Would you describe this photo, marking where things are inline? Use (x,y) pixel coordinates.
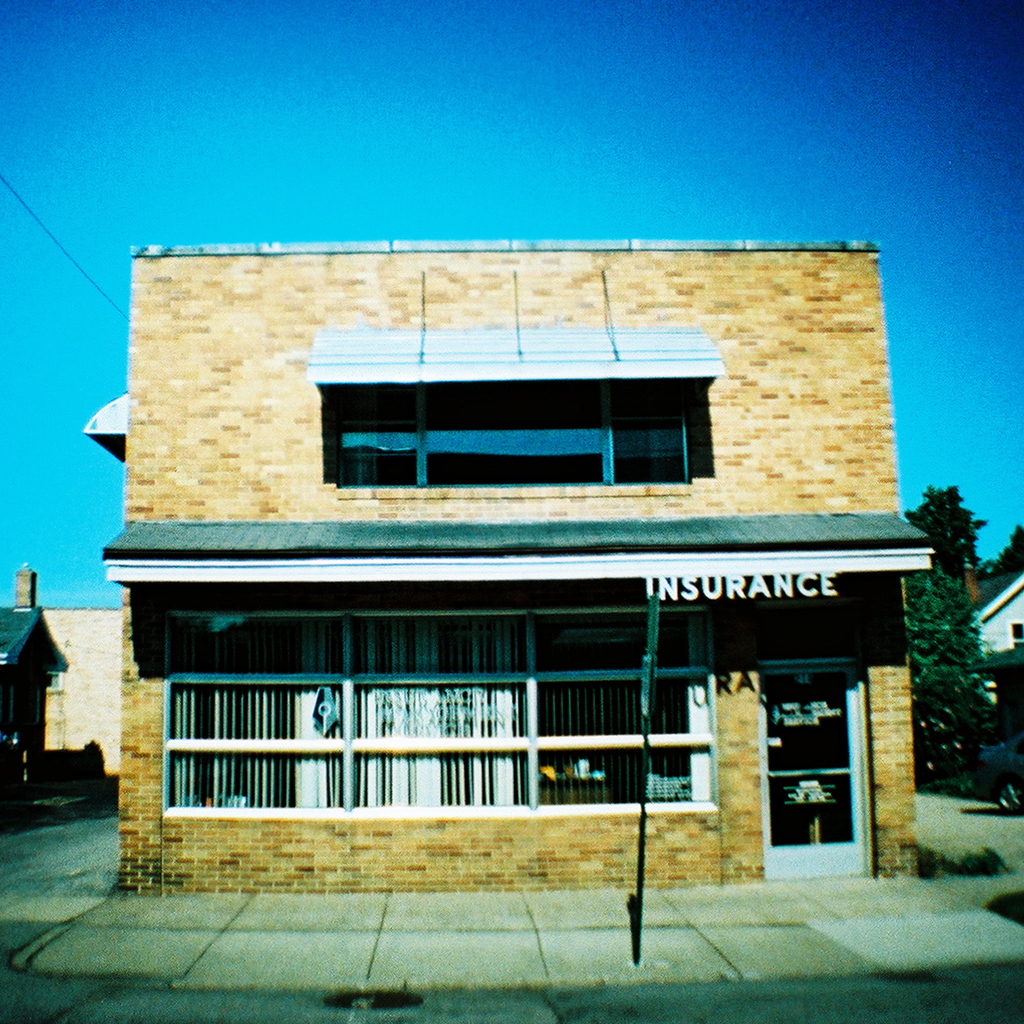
In this image in the front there is a pole (644,792) and in the background (115,662) there are buildings (239,609), trees (959,594) and there is some text (769,585) written on the tent (783,540) which is in front of the building (707,499).
